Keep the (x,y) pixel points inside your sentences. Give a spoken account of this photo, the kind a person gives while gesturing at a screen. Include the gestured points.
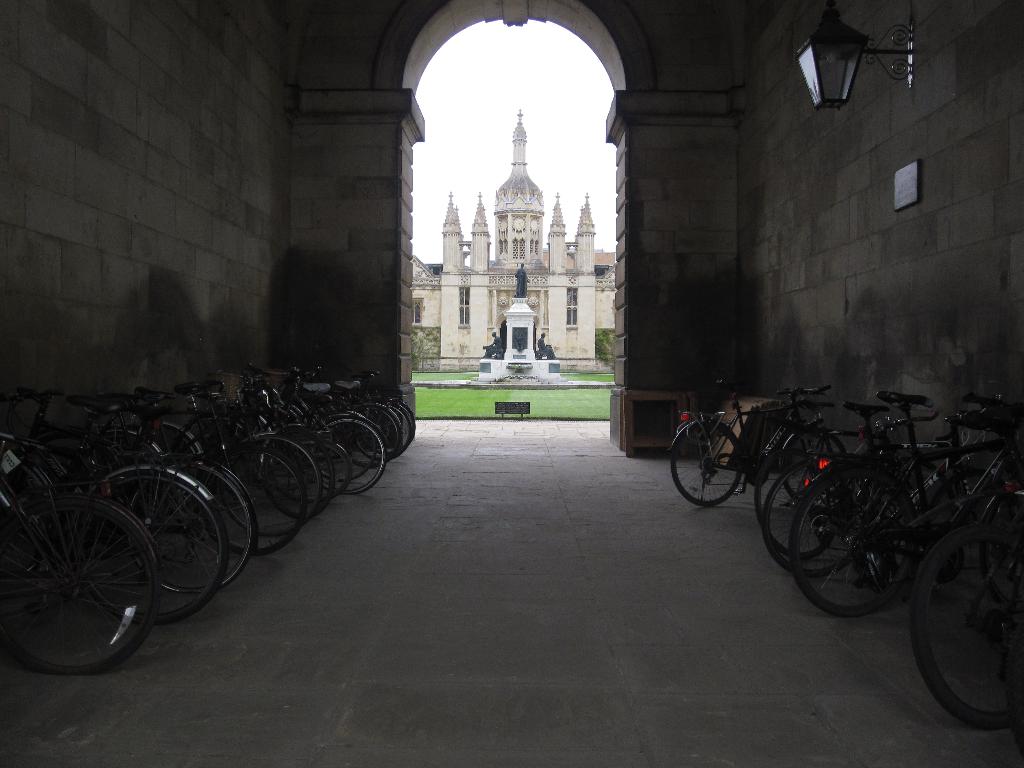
In this image we can see some bicycles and there is a light (844,53) attached to the wall (921,117). We can see a building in the background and there are some sculptures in front of the building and we can see the sky (520,102) at the top (469,125).
